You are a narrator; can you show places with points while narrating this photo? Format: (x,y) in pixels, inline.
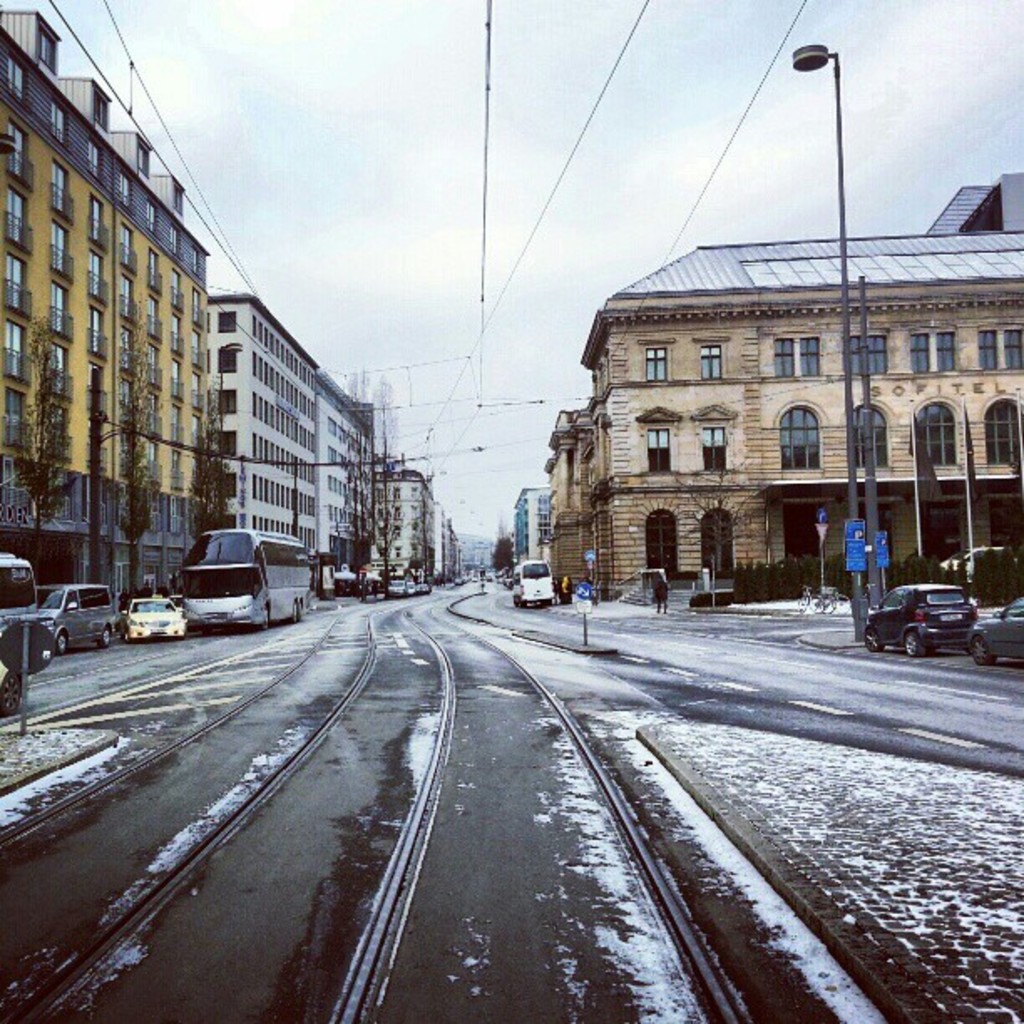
This image is clicked on the road (356,889). In the center (376,635) there is a road (391,813). There is snow (646,775) on the road (435,632). There are vehicles (261,562) moving on the road (438,594). Beside the road (473,579) there are street light poles (801,66). There are few people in the image. On the either sides of the image there are buildings (630,374) and trees (198,477). At the top (356,91) there is the sky (475,107).
